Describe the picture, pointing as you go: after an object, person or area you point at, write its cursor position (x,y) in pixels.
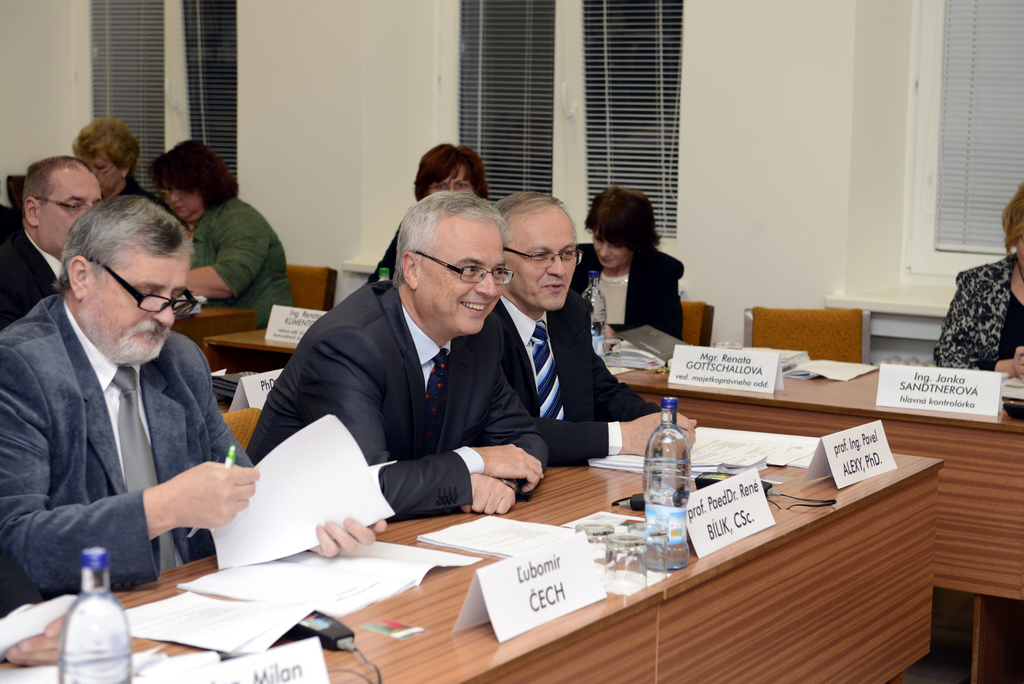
In this picture we can see some people (304,389) are sitting on chairs (783,327) in front of tables (679,402), there are some papers (476,558), books (812,375), bottles (676,507) and name boards (499,608) present on these tables (698,415), in the background (585,84) we can see window blinds (631,115) and a wall (337,96).
